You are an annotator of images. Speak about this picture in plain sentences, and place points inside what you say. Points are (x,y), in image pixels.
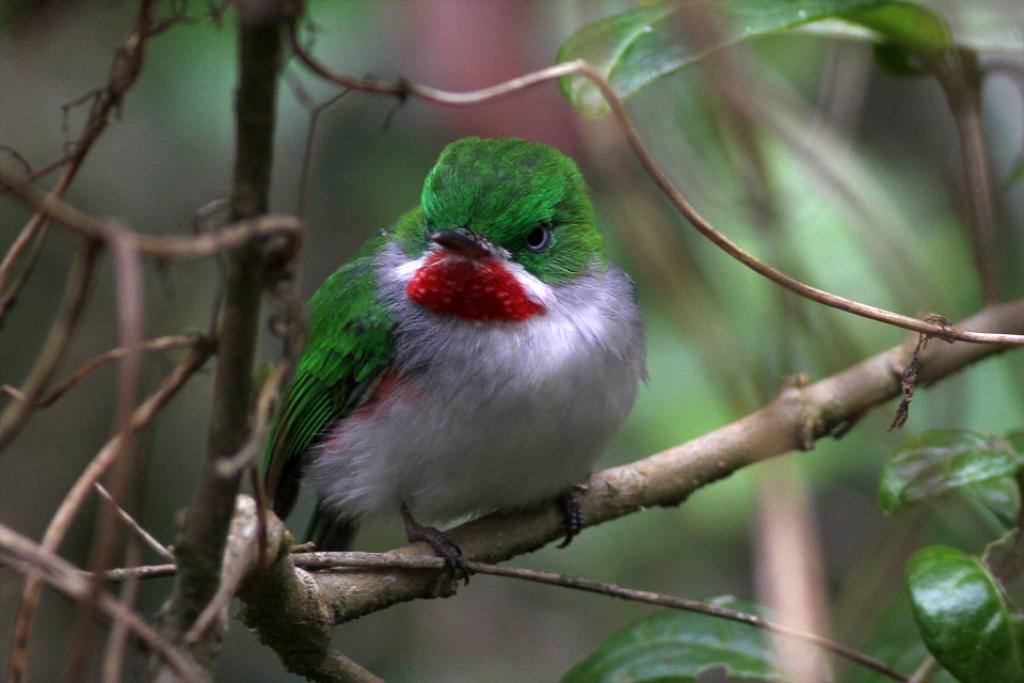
In this image we can see a bird (423,508) on the tree branch (357,574). To the right side of the image (967,575) there are leaves (633,641). The background of the image (734,317) is blur.
